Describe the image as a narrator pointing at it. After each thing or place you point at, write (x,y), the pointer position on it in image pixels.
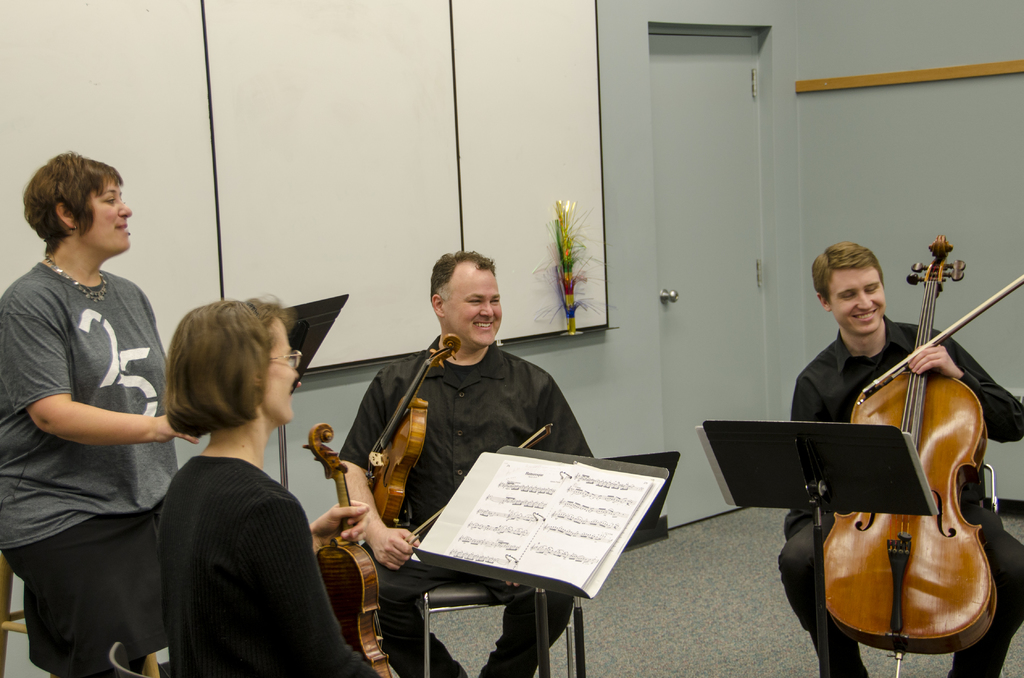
The photo is taken inside a room (599,555). In the left (137,419) one lady (62,399) is sitting on a stool (11,569). Three other musician (835,352) are holding instruments (387,498). In front of them there are stands (777,433) with notes (508,521). Three of them are wearing black dress (844,382). All of them are smiling. In the background (640,108) there is a wall (617,100) and a door (677,131).
